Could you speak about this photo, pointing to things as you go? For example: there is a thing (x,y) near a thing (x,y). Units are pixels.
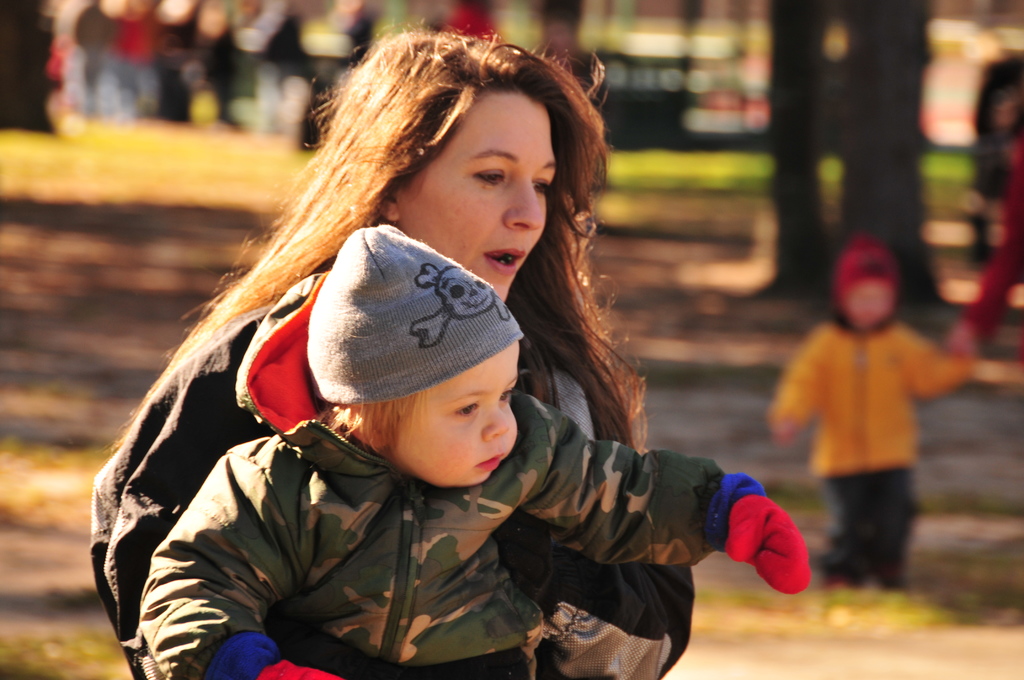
In this picture I can see a woman (469,250) holding a baby (260,330) and baby (270,388) wearing a cap (375,324) and on the right side (845,412) I can see a baby (832,422), baby (809,351) holding a person hand (988,298) on the right side (856,402), background (16,104) is too blur.
